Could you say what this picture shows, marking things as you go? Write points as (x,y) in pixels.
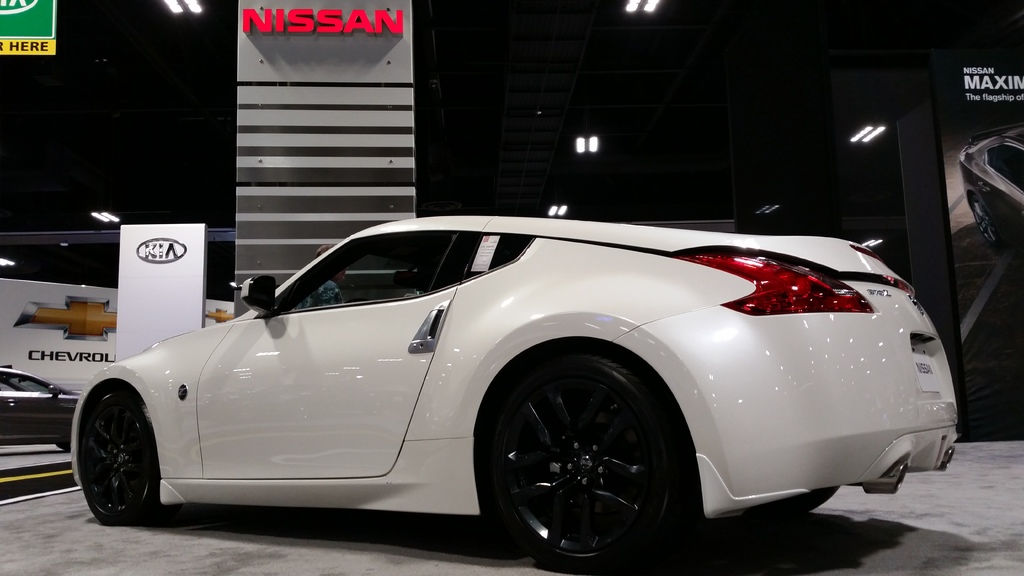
In this picture there is a white color sports Nissan car (458,481) parked in the showroom (199,531). Behind there is a naming board (282,143) and white banner (100,320). In the background (473,192) there is a black shed (652,103) and white tube lights (592,143).
